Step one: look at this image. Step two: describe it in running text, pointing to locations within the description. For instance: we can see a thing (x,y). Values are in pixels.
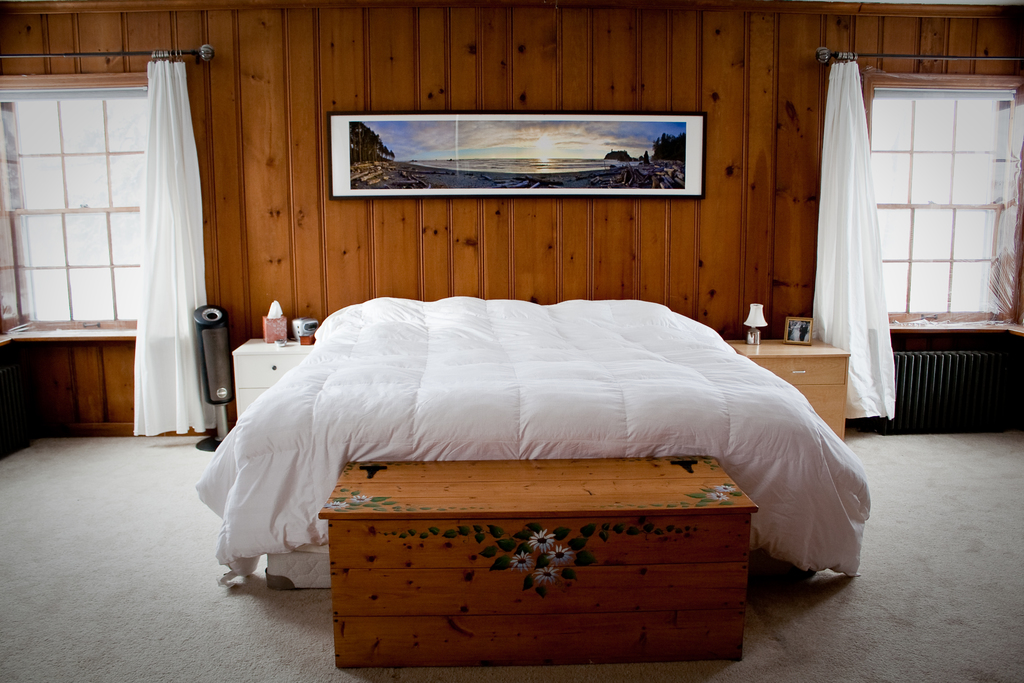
In the middle of the image (604,393), there is a bed (340,355) having white color bed sheet (323,374). Beside this bed (712,399), there is a wooden box (532,498) and there are some objects (757,317) on the cupboards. In the background (590,131), there is a photo frame (471,110) on the wooden wall (253,72) and there are two windows (900,160) which are having white color curtains (848,208).
